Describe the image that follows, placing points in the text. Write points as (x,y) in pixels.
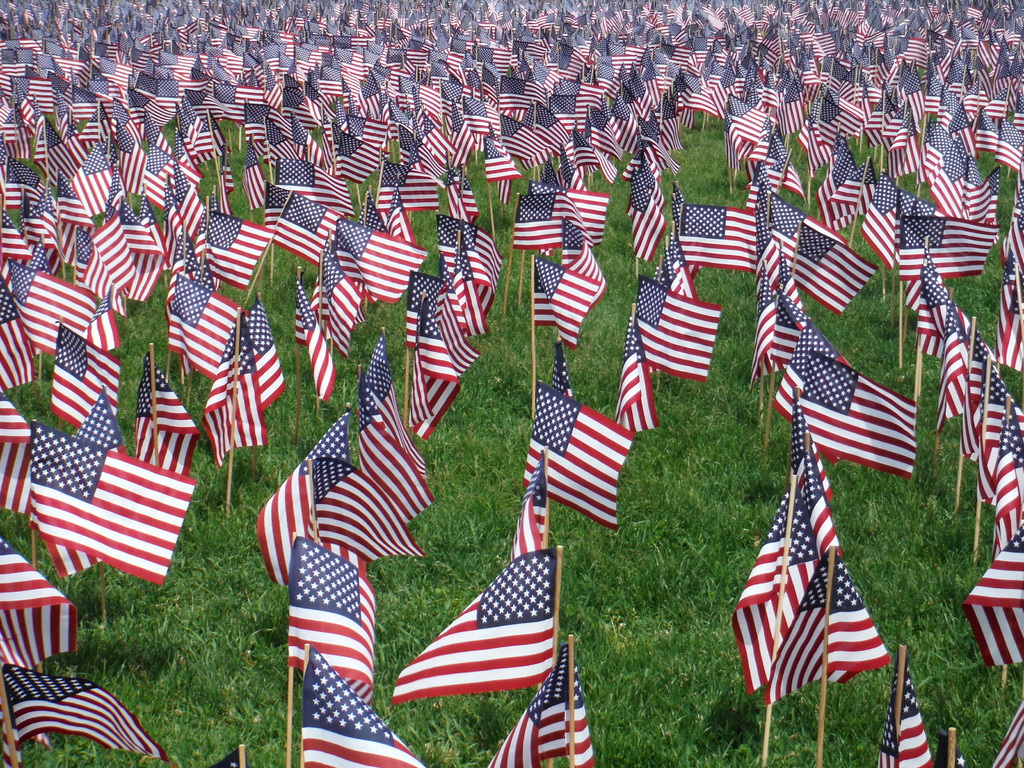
There are many flags (337,41) in this grass (654,551).
